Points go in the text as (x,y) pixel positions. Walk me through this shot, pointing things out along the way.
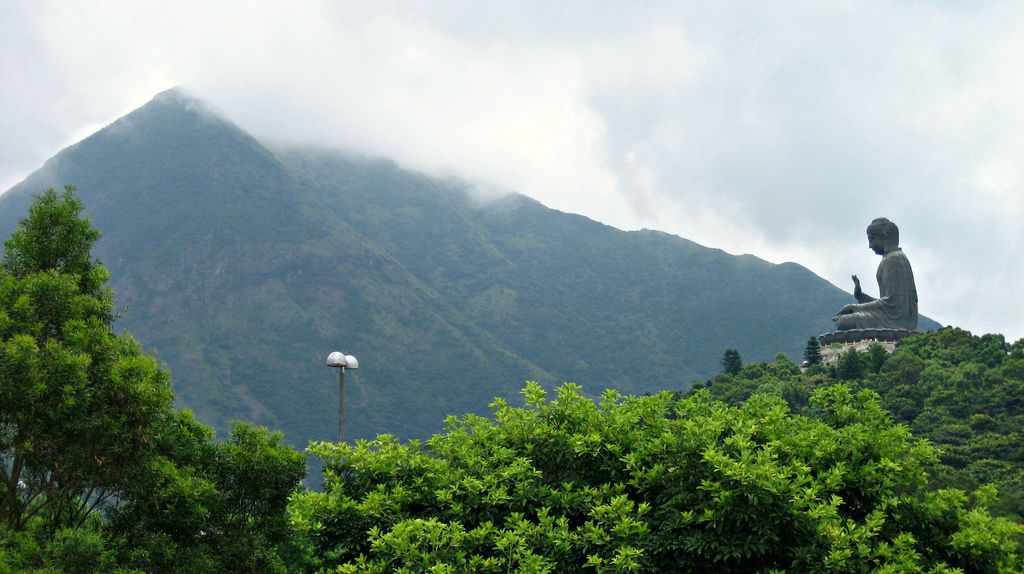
At the bottom of the image (495,459) there are trees (806,380) and also there is a statue (852,316). Behind the trees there is a pole (338,381) with lamps (335,355). In the background (256,321) there are hills (571,261). At the top of the image (323,80) there is fog (799,37).
